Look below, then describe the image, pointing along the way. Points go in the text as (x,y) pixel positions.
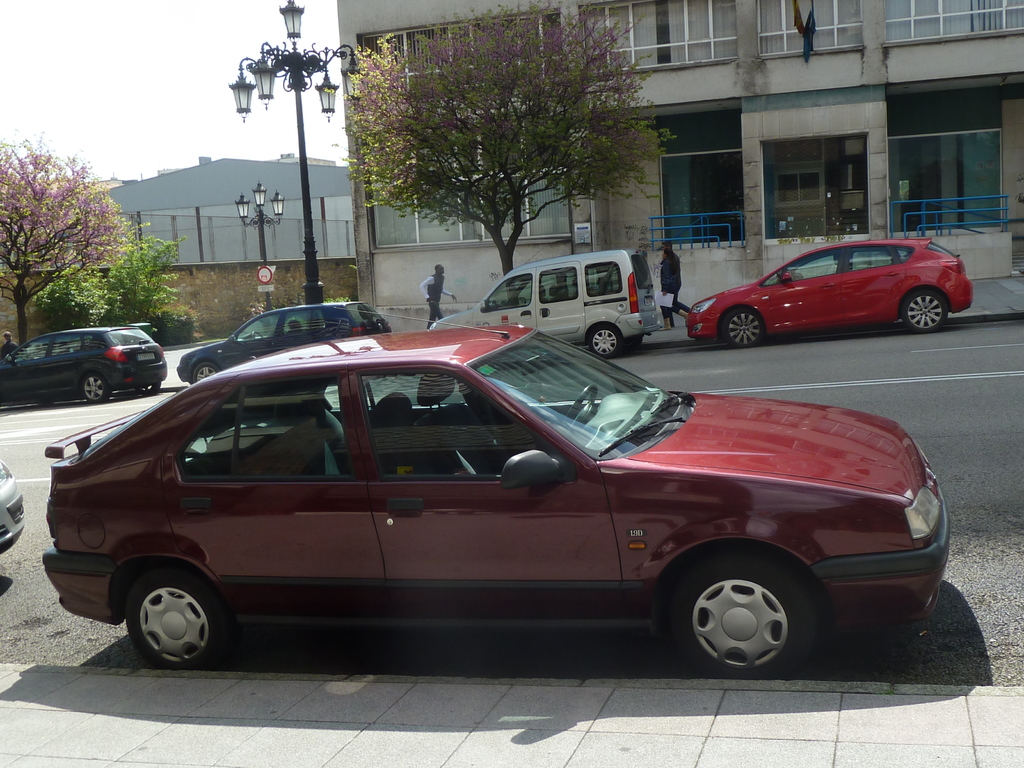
In this image we can see a few vehicles (332,459), there are some buildings (295,210), trees (497,200), persons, boards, plants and the wall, also we can see the sky (267,148).
